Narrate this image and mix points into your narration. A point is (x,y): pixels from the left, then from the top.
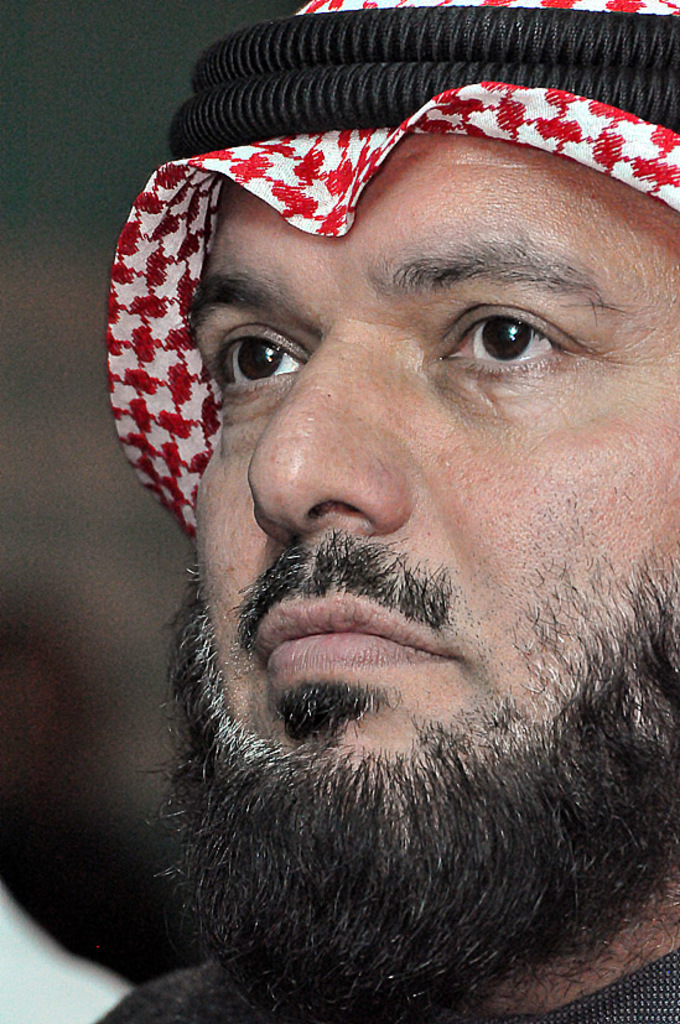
In this image we can see a man (471,678) with head cap (565,145) and beard (517,792).
